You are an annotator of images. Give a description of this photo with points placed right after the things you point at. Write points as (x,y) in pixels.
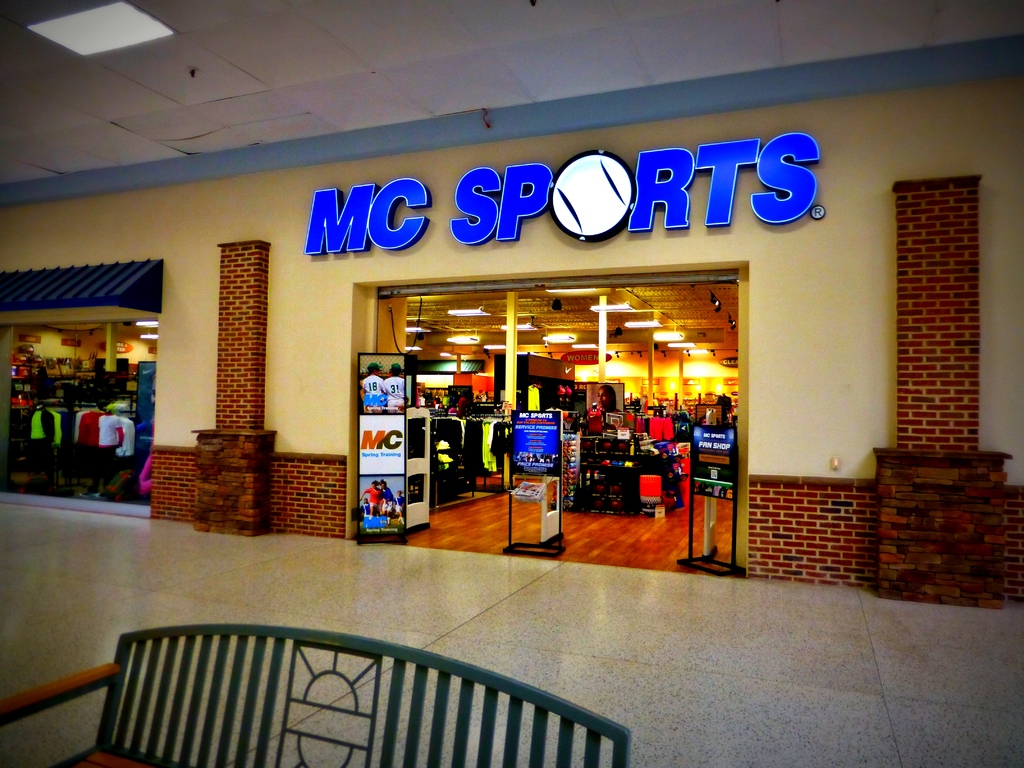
In this picture, we can see the floor (211,590), and some object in the bottom left side of the picture (121,760), we can see the wall (105,222) with some objects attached to it like, some text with lights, and we can see the store (583,454), entrance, and we can see some objects (635,444) in the store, we can see the roof (234,88) with lights (657,326) and some objects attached to it.
